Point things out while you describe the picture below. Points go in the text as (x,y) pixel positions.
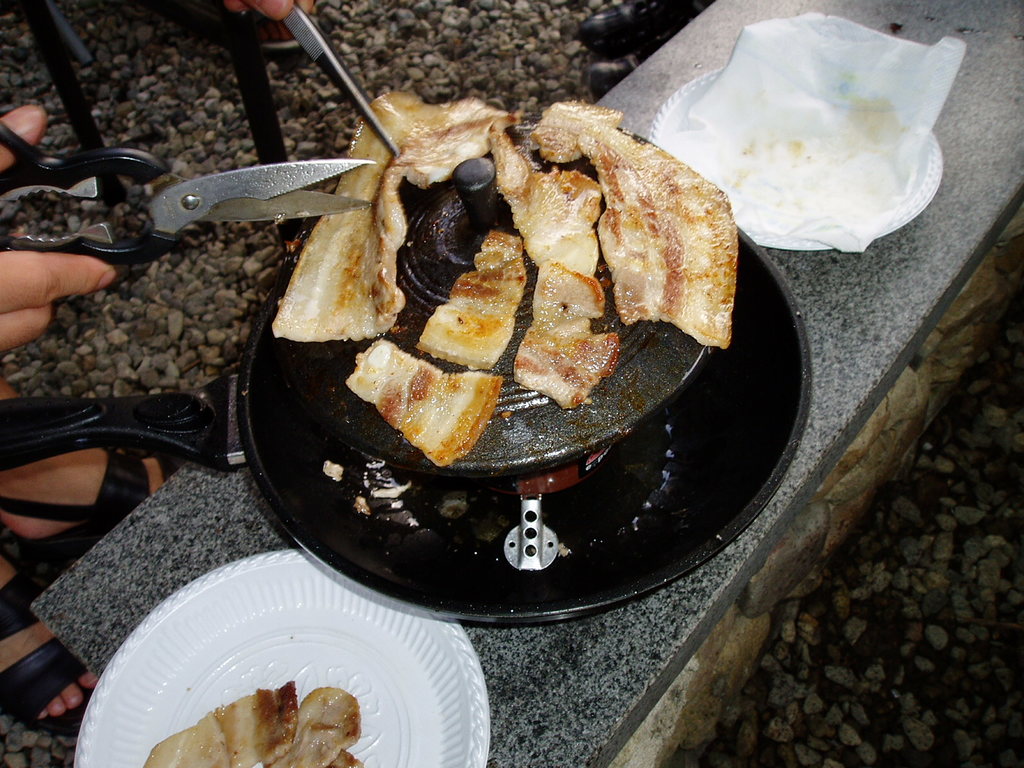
In this image I can see a black colour thing (415,260) and on the both side of it I can see two white colour plates (201,717). On the top of this image (806,215) I can see a paper (895,145) on a plate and on the bottom side (219,671) I can see food (308,722) on another plate (236,694). I can also see food (471,349) in the centre of this image (504,312). On the left side of this image (73,487) I can see legs (89,464) and hands (48,327) of a person (5,602). I can see this person (22,115) is holding a scissor (364,197) and a thing (292,28).
